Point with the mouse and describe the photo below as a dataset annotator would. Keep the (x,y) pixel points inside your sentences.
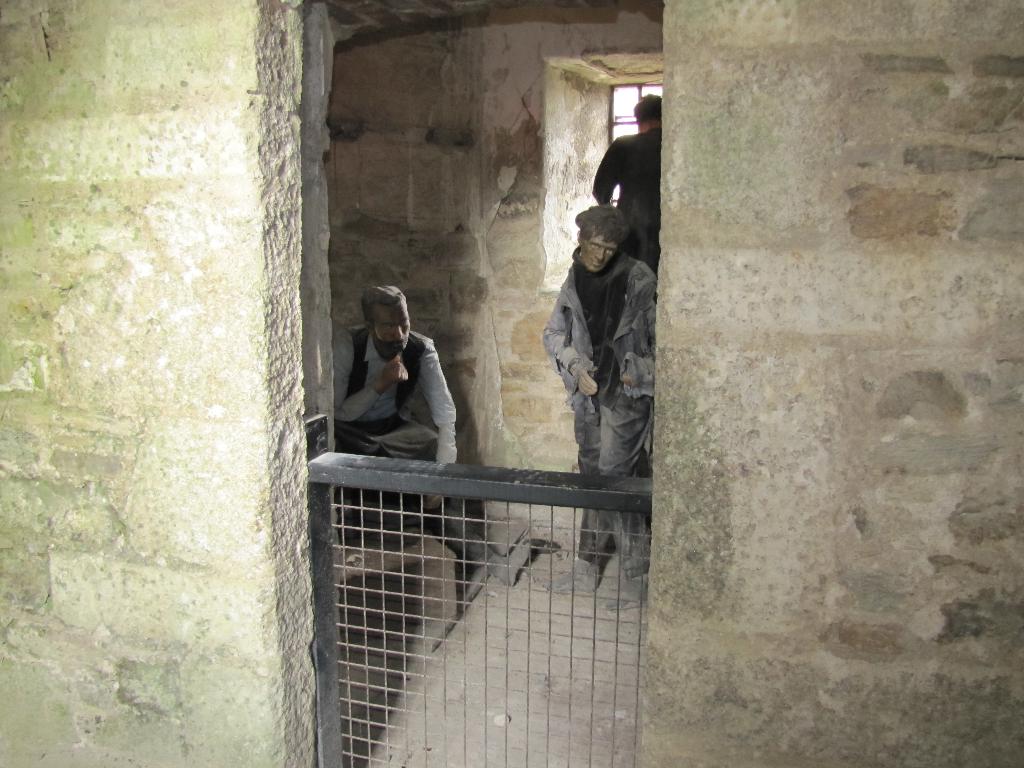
In the image there is a wall (22,555) and in between the wall (662,370) there is a room (478,381), inside that room (488,368) there are two sculptures (574,350) and behind the sculptures (422,369) there is a person (634,150) standing in front of the window (611,101).
